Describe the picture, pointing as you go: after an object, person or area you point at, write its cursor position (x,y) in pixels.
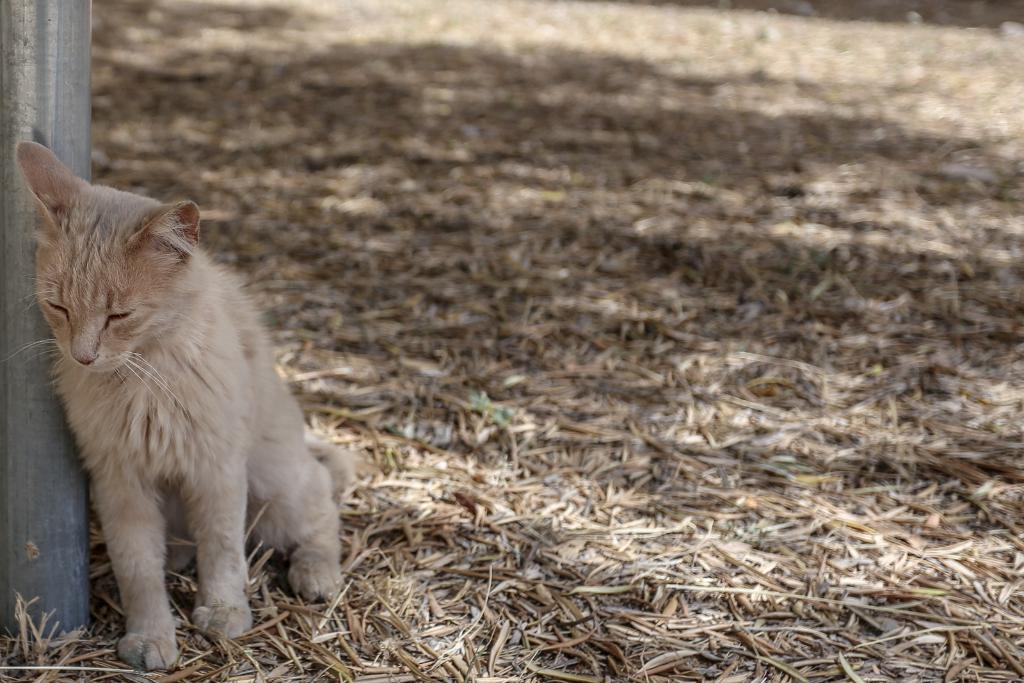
In this image on the left side (315,599) we can see a cat (74,182) leaning on the pole (88,117) and in the background (96,21) we can see many dry grasses (607,261) on the ground (523,296).
